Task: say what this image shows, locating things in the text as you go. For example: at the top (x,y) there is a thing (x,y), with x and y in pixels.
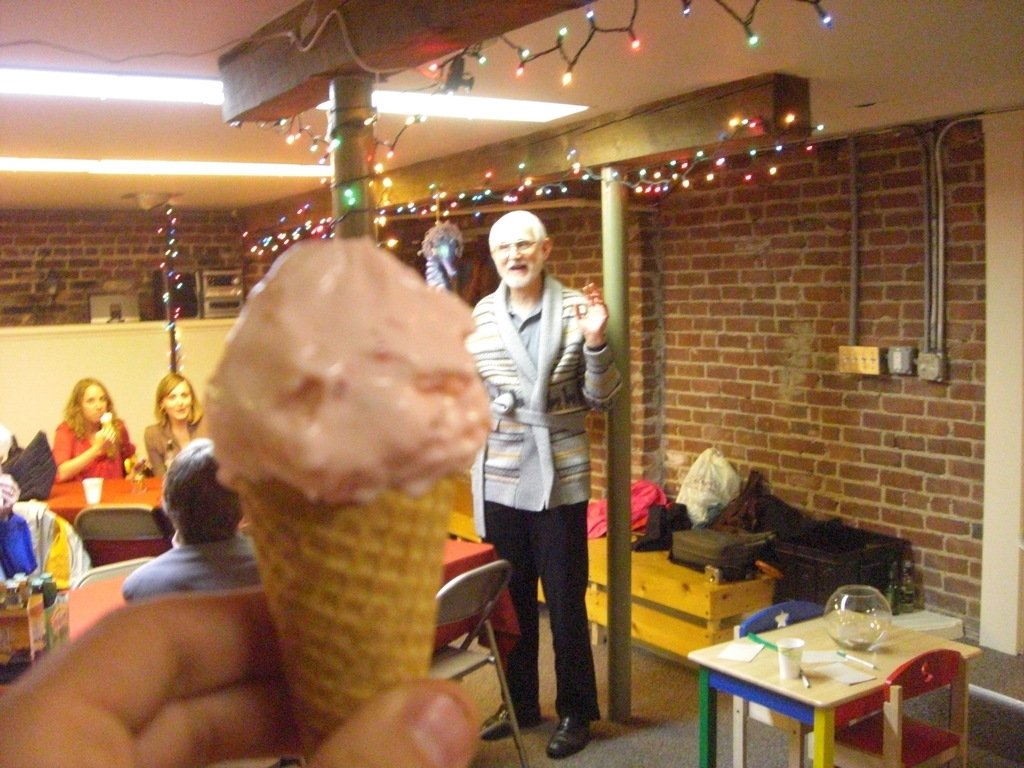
The person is holding cone ice-cream (334,507) in his hand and a person (551,542) wearing black pant (561,549) is standing in front of him and a person (77,440) wearing red shirt (66,458) is eating cone ice-cream (112,421) and in top (433,63) there are lighting's (527,48) and the background (702,313) is brick wall (715,316).
